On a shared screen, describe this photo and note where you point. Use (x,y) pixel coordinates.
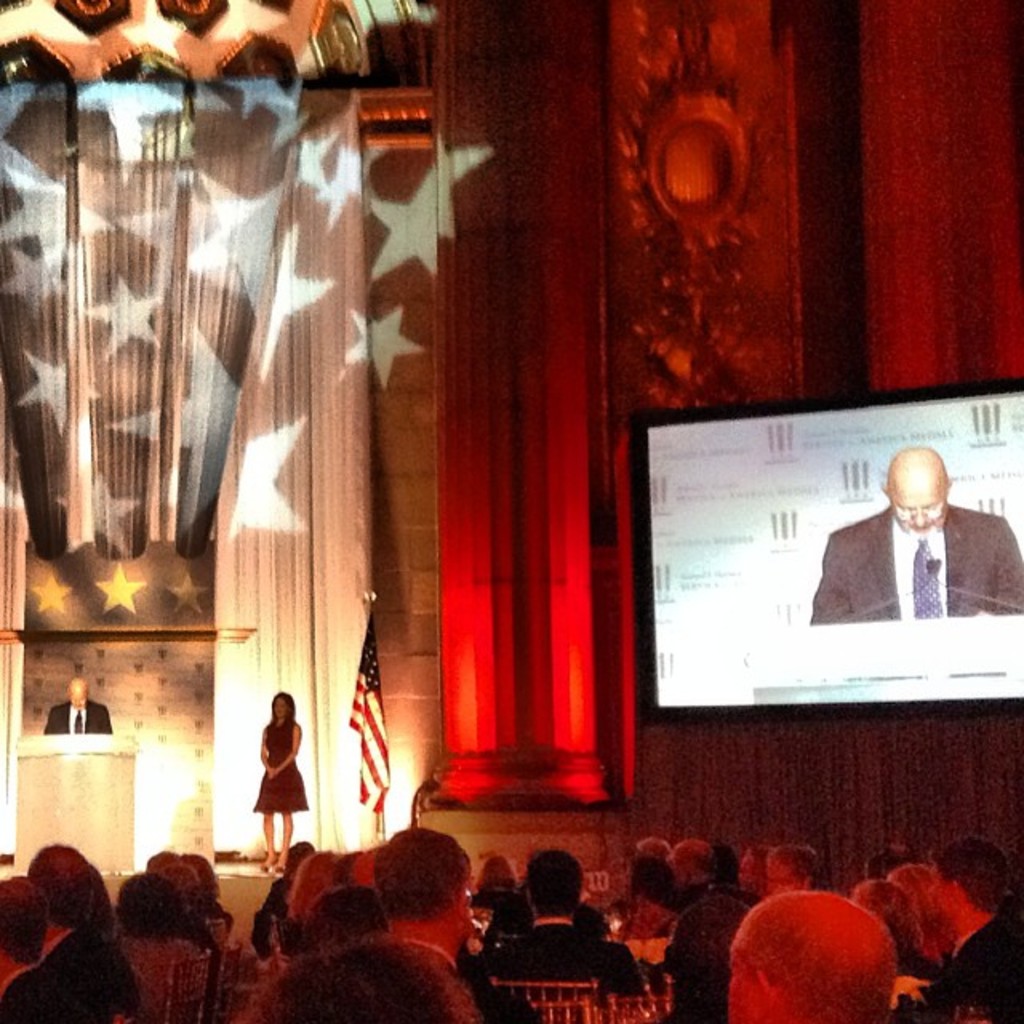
In this image I can see the group of people (383,959). In-front of these people (267,977) I can see two people (283,764), flag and the screen (750,620). I can see one person (66,729) standing in-front of the podium (62,786). In the background (8,802) I can see the wall (2,814).
